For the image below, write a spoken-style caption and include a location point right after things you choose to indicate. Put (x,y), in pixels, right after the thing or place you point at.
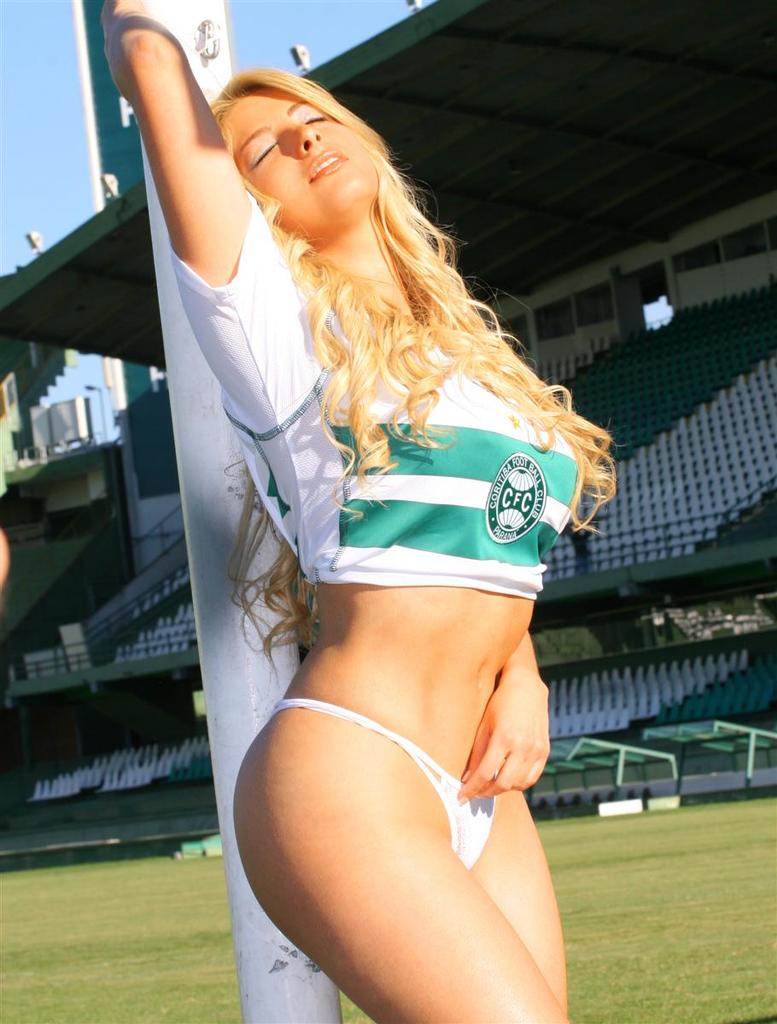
In the center of the image (378,619) we can see a pole (182,33) and a lady (508,427) is standing and wearing a jersey (304,485) and bikini bottoms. In the background of the image (5,950) we can see the ground (567,837), stairs (739,372), rods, boards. At the top of the image (86,164) we can see the sky (15,161) and lights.
